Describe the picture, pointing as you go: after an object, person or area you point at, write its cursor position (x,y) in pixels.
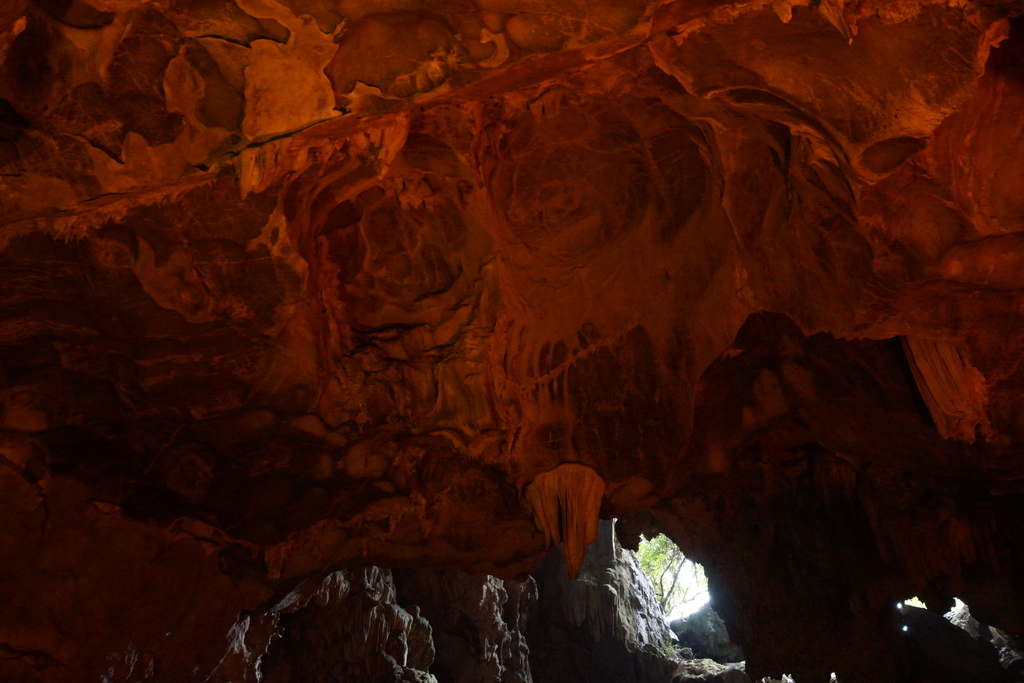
In this image I can see a cave (372,164) which is in brown color. Background (651,560) I can see a plant (657,548) in green color.
